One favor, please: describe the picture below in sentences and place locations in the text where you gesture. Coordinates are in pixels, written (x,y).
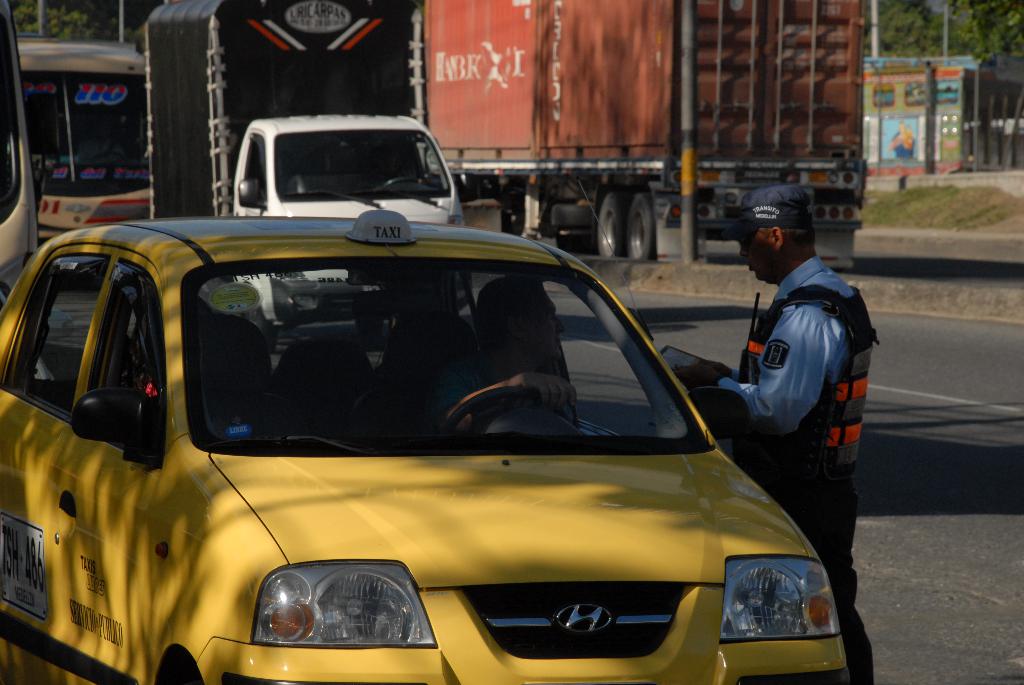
This picture is taken on the wide road (959,512) and it is sunny. In this image, on the right side (862,350), we can see a man (770,311) holding an object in his hand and standing in front of the car (536,584). In the middle of the image (459,358), we can see a car (549,494) which is in yellow color. In the background (65,210), we can see few vehicles (839,21) which are moving on the road (746,323), trees (993,31), pole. At the bottom (886,528), we can see a road (959,460).
